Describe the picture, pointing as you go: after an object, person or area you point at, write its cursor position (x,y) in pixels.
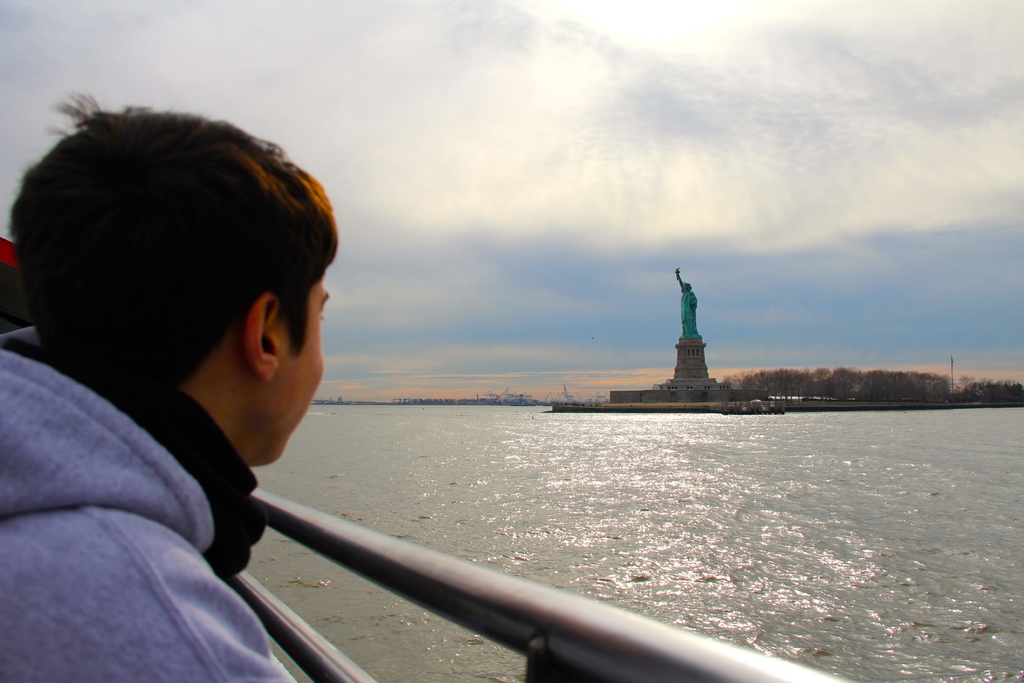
In this picture we can see a boy (74,456) at fence (601,628) and he is looking at a statue (678,269) where this statue (688,377) is in the middle of water (663,422) and the background (810,354) we can see trees (835,382), sky (726,190) with clouds (651,173).
